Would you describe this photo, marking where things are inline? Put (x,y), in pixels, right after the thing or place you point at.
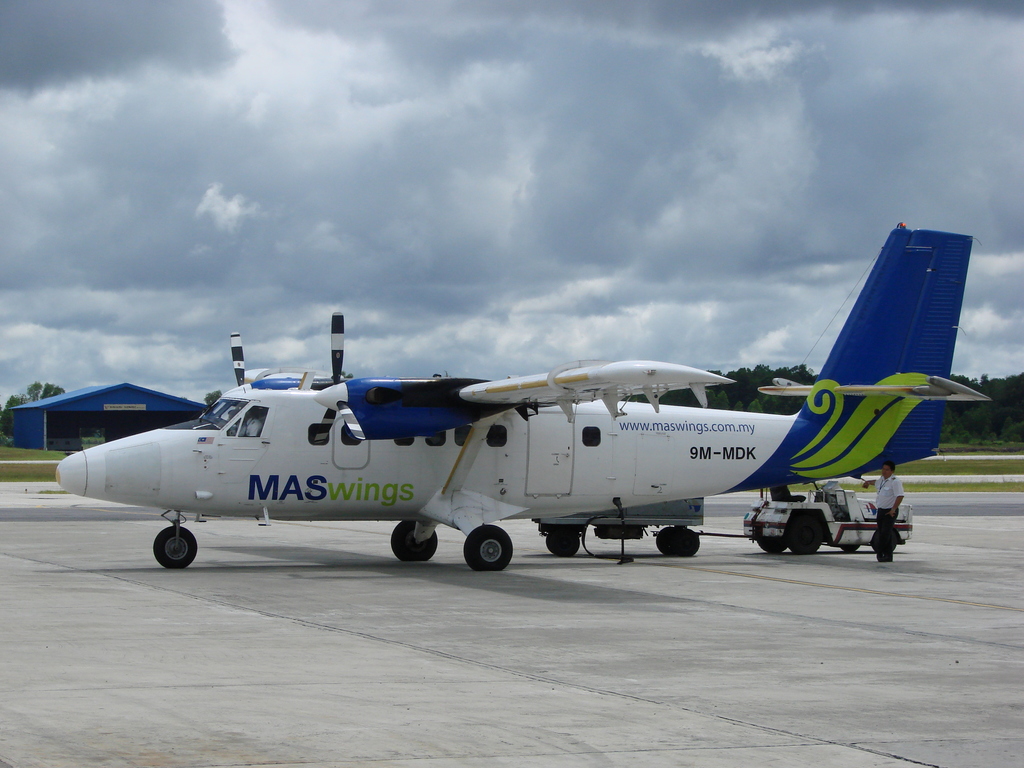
The picture consists of an airplane (493,470), a vehicle (818,531), a person (878,511) on the runway (265,543). In the middle of the picture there are trees (759,377), grass (1009,464), runway (51,573), a construction (123,407) and other objects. At the top (308,197) it is sky (593,136), sky (588,289) is cloudy.
